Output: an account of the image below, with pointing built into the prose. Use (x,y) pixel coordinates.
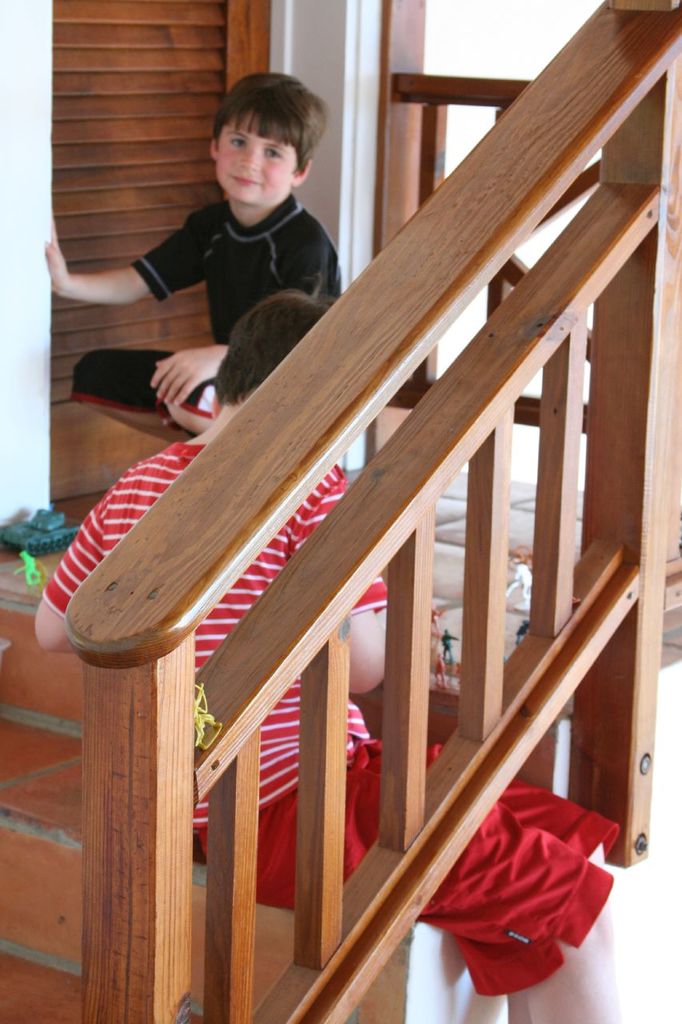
Here I can see the stairs (49,787) and railing (231,519) which is made up of wood (419,295). There are two boys (176,459). One boy (133,481) is wearing red color t-shirt (269,729), short (270,807) and sitting on the stairs (48,751). The other boy (257,287) is wearing black color t-shirt (263,260), short (125,379), sitting the background (248,179), smiling and giving pose for the picture. Beside him I can see a door (86,129).
